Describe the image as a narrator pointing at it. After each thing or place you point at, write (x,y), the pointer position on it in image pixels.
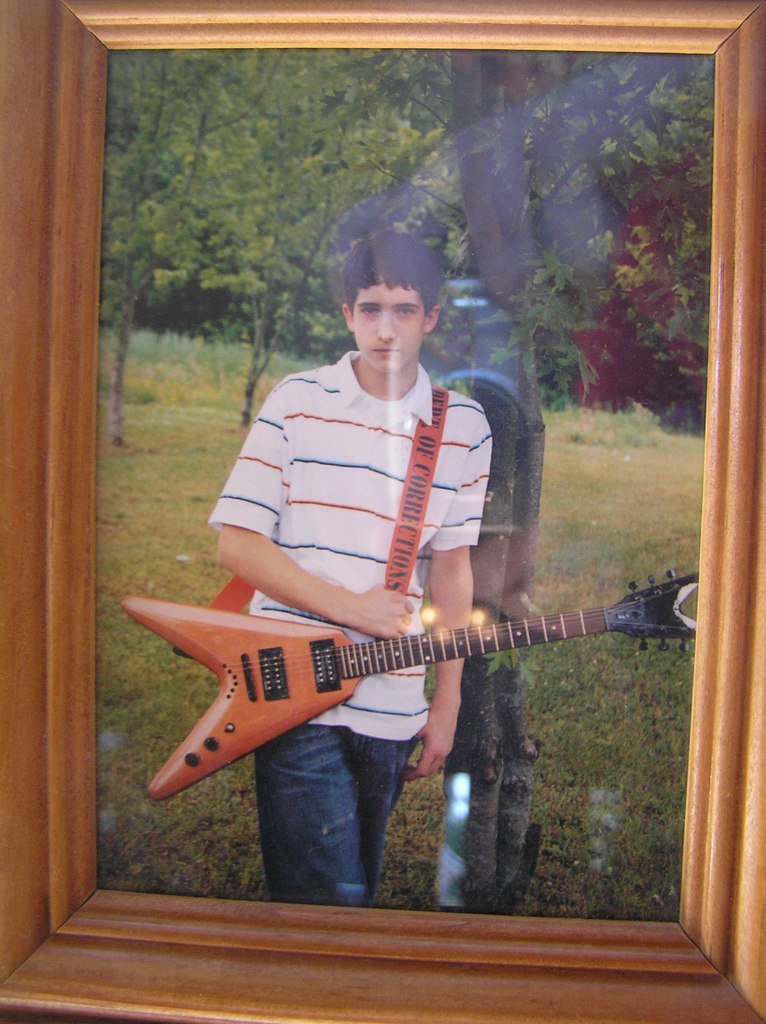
In the picture we can see a photo frame (91,681) with a photo (236,413) in it of a boy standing on the grass surface (115,503) and holding a guitar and behind him we can see many trees (507,450).
